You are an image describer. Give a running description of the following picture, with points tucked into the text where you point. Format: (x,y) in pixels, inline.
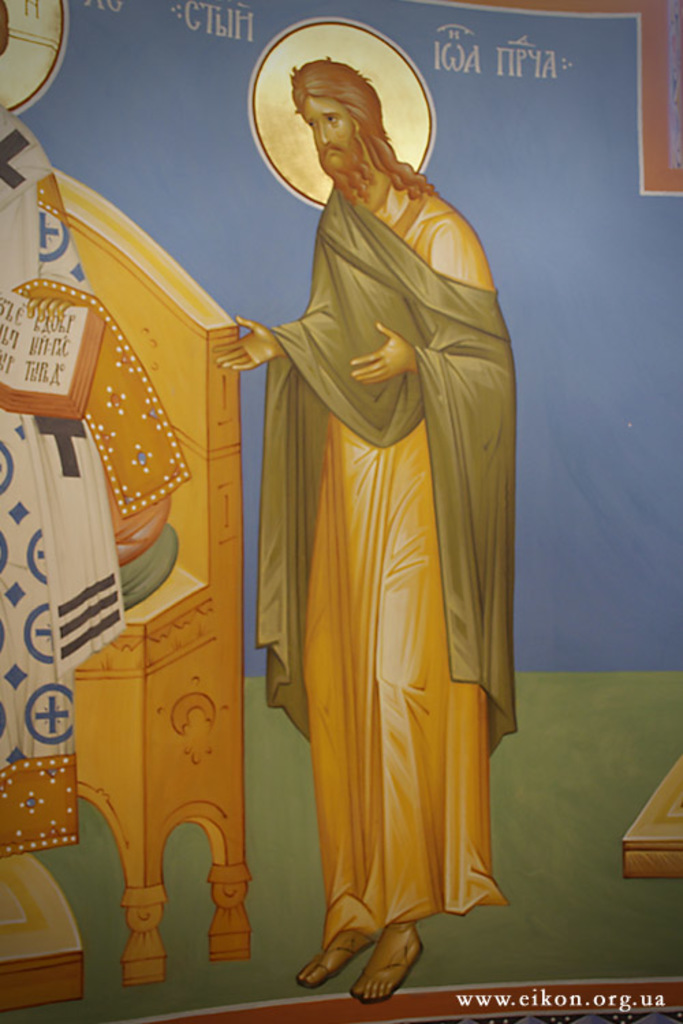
In the picture we can see a painting (264,978) of a man (496,417) standing near the chair (123,780).
